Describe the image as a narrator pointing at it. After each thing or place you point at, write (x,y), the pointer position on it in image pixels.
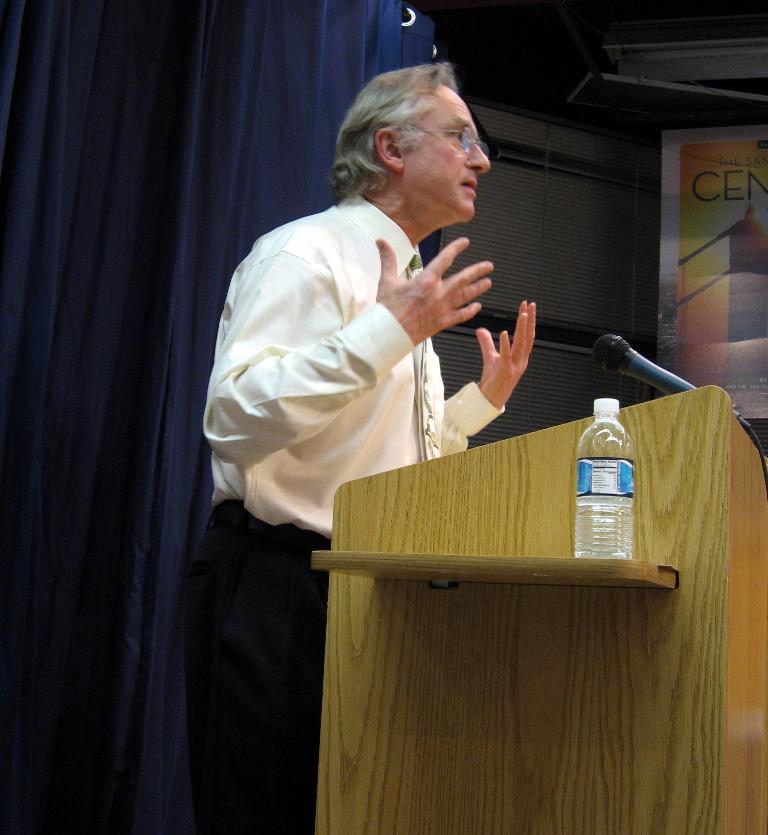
In this image I can see the person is standing in front of the podium (649,432). I can see the bottle (621,428) and the mic (648,376). In the background (150,187) I can see the blue color curtain (283,163) and few objects (703,221) around.
